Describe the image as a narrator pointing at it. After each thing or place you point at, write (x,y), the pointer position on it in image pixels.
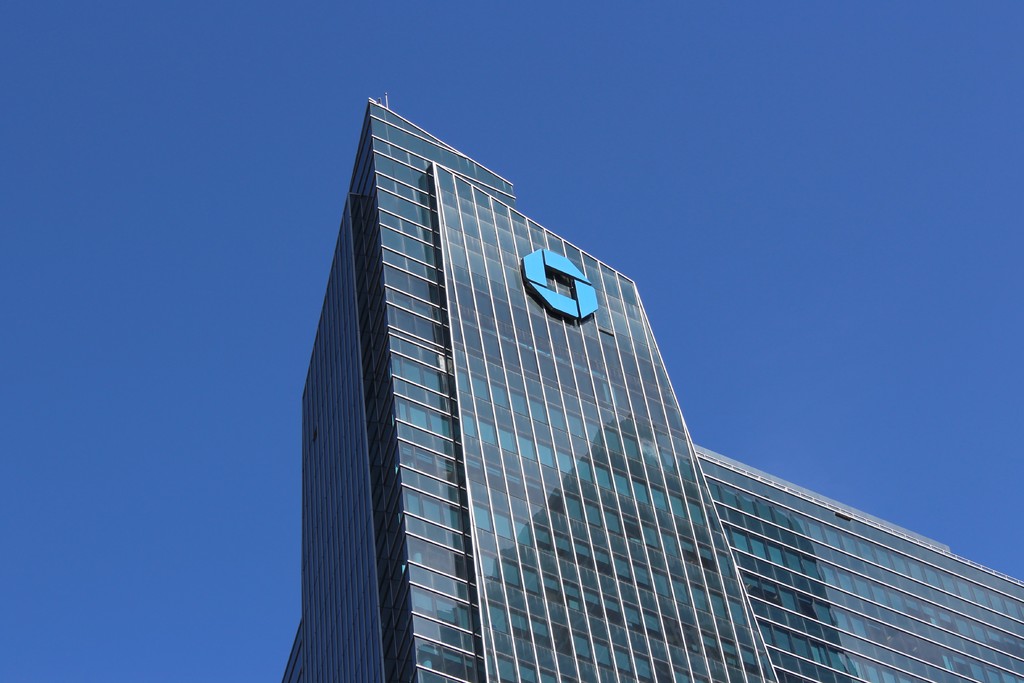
In this image we can see a building (612,544). At the top of the image (467,137) there is sky (483,104).
